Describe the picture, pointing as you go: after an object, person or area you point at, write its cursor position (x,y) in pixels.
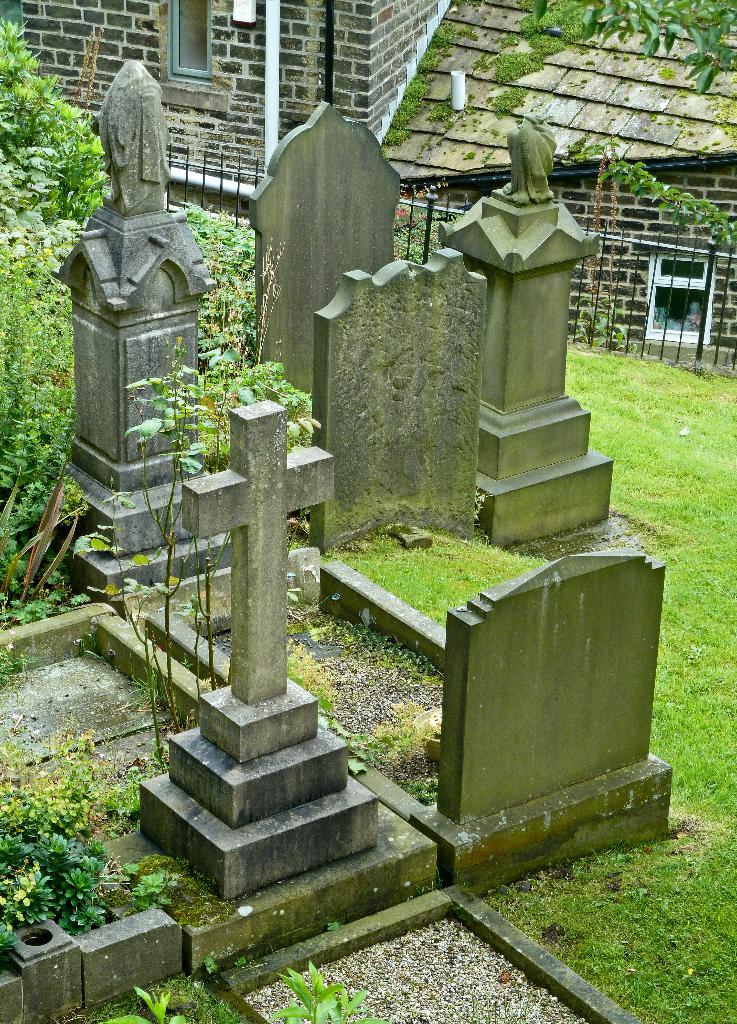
In this image there are graves (277,600) on the ground (400,960). There are plants (47,207) and grass (512,568) on the ground (635,444). Behind the graves (377,185) there is a railing (445,216). Behind the railing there are buildings (463,91).
